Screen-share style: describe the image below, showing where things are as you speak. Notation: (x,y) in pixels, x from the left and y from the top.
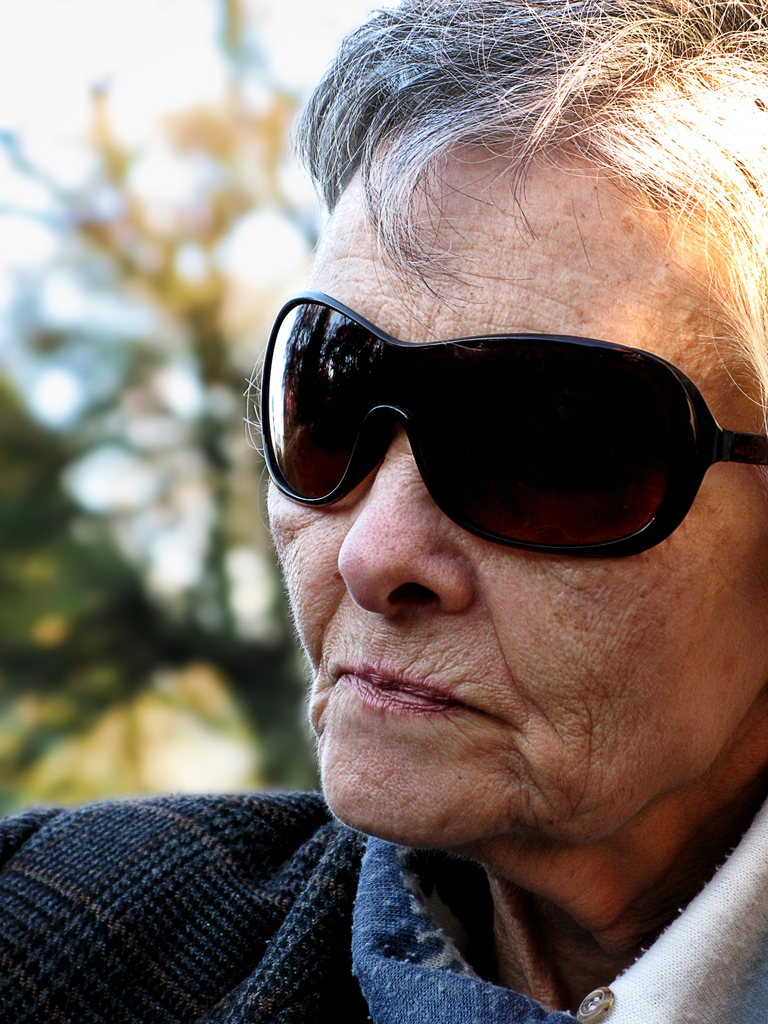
On the right side of the image (578,423) a person (388,645) is there and wearing goggles (502,457). In the background of the image (26,617) a tree (111,385) is there. At the top of the image (128,38) we can see the sky (167,38).
